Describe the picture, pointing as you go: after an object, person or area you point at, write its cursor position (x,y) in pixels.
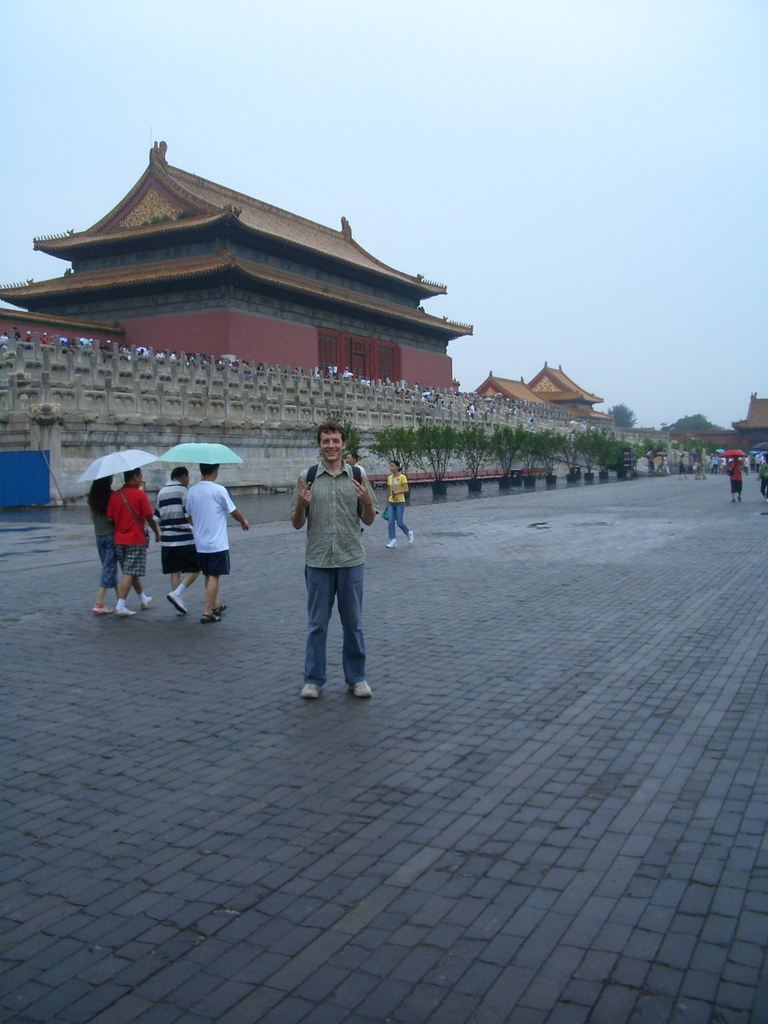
In this picture I can see a man (332,593) standing on a walkway (373,773). I can see a few people (215,566) walking on the walk way (371,582) with umbrella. I can see an ancient construction (260,309) with wall fencing (297,409) around it. I can see clouds (515,121) in the sky (541,117).
